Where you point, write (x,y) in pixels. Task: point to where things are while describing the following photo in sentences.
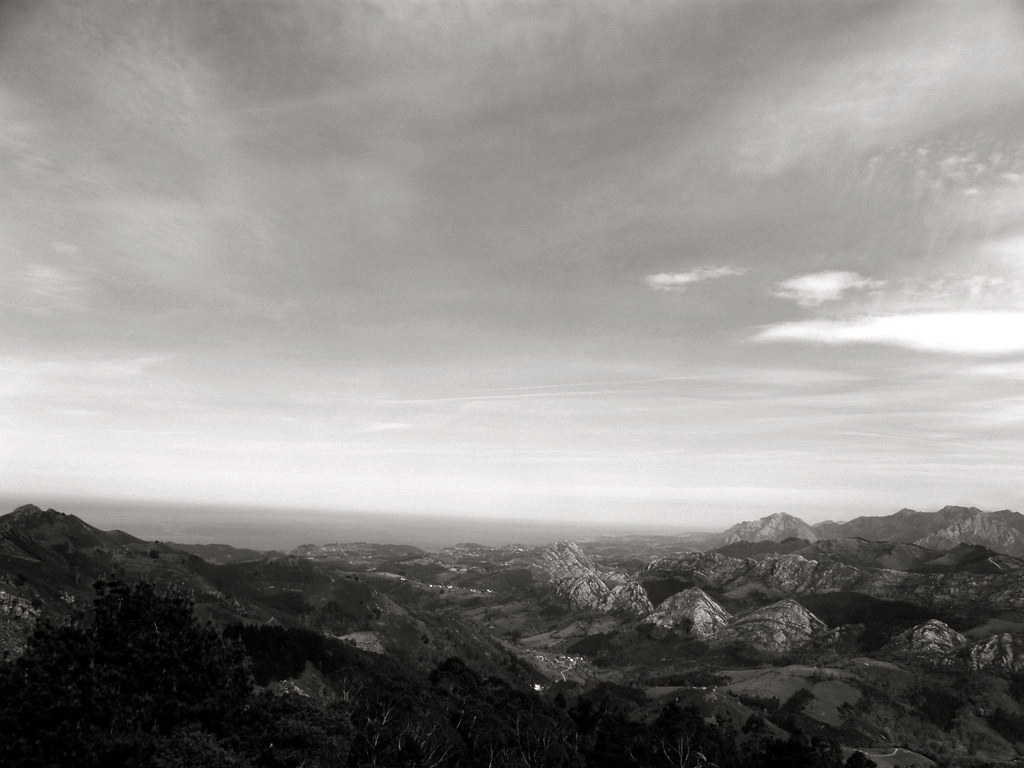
In this image we can see mountains (588,596), at the top of the image (644,151) there is the sky (503,354).
